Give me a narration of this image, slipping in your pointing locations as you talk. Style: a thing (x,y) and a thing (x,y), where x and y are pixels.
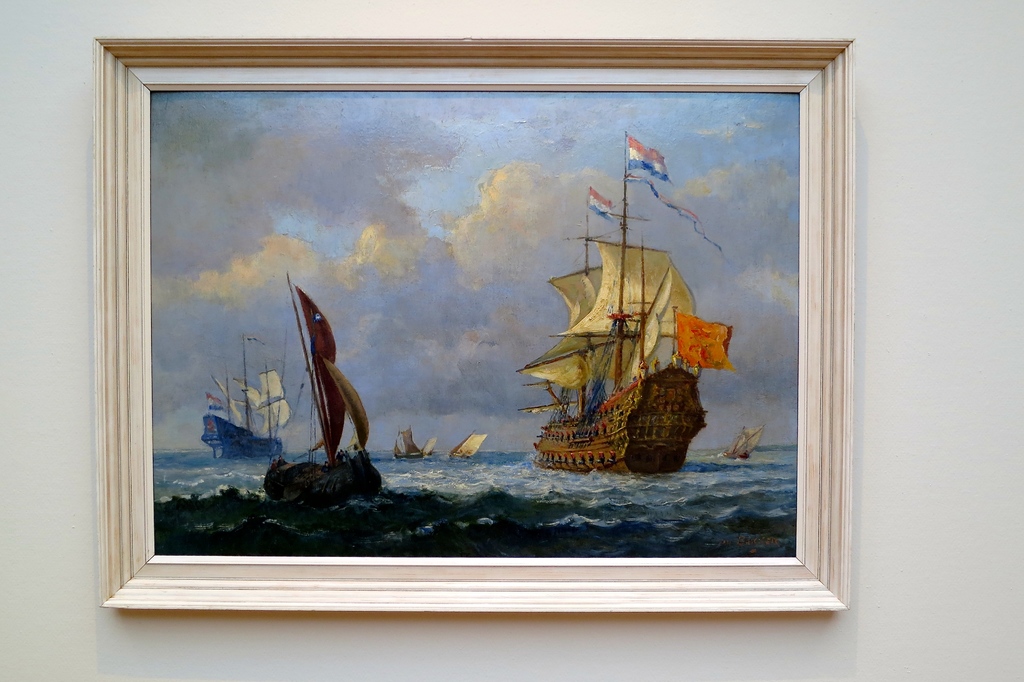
In the picture I can see painting (486,348) of some ships (674,401), water (465,552), cloudy sky (373,265) is attached to the wall (50,483).
